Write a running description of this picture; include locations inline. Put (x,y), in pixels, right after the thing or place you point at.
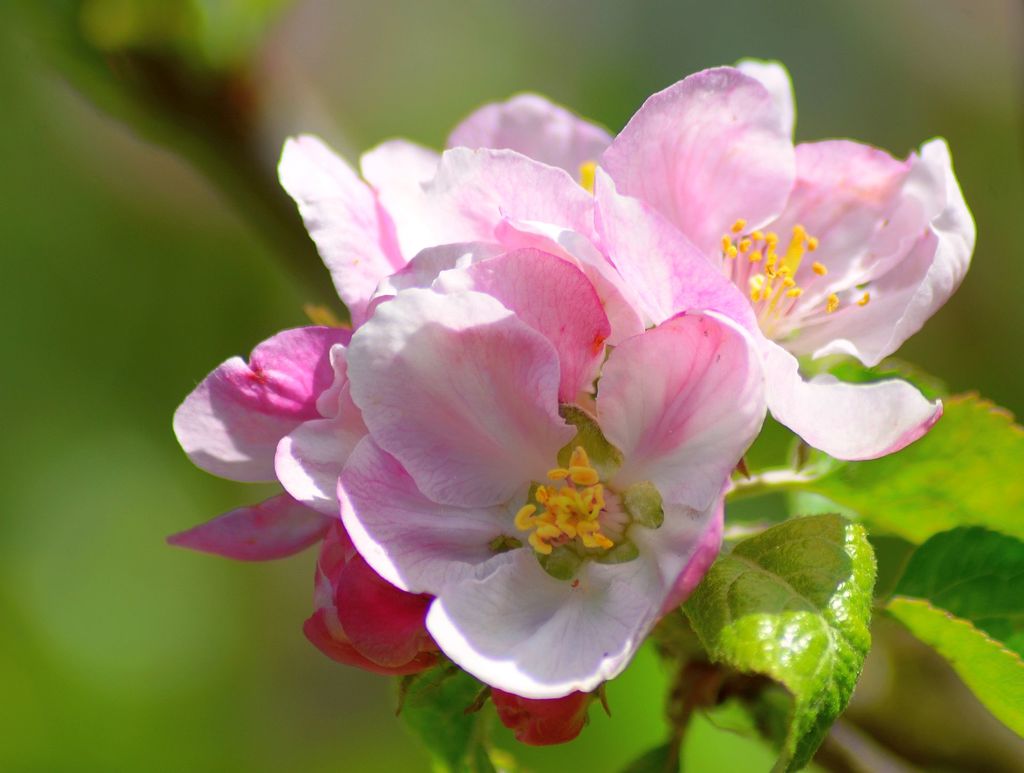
In this picture I can observe pink color flowers (619,447). There are yellow color buds (560,499) on the flowers (682,329). I can observe green color leaves (752,639). The background (147,265) is in green color which is completely blurred.
